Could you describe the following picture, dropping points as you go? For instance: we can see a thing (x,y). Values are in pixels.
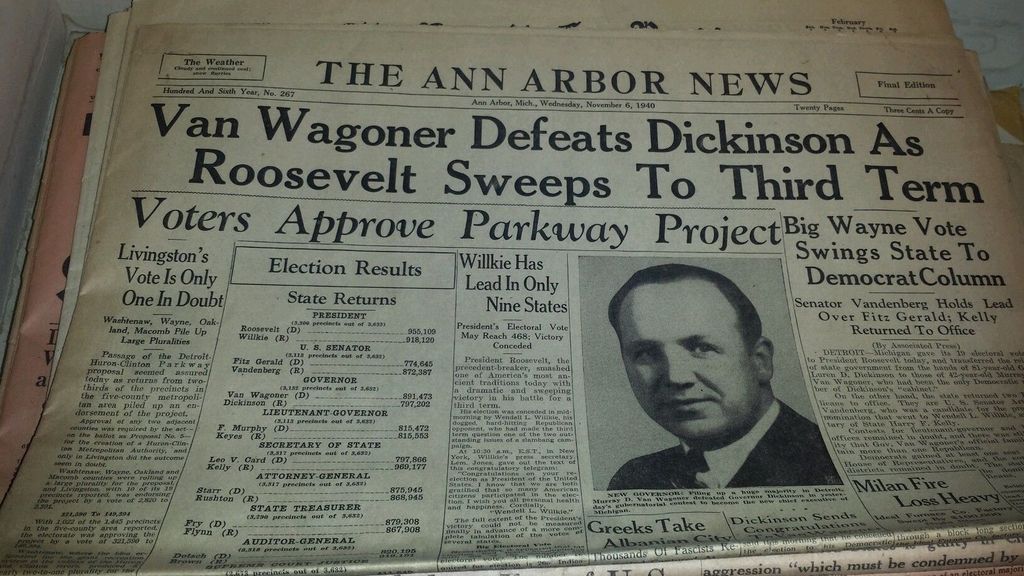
In this picture I can see some newspapers (414,305). On the newspaper (632,331) I can see a person's photo (697,384) and something printed on it.
